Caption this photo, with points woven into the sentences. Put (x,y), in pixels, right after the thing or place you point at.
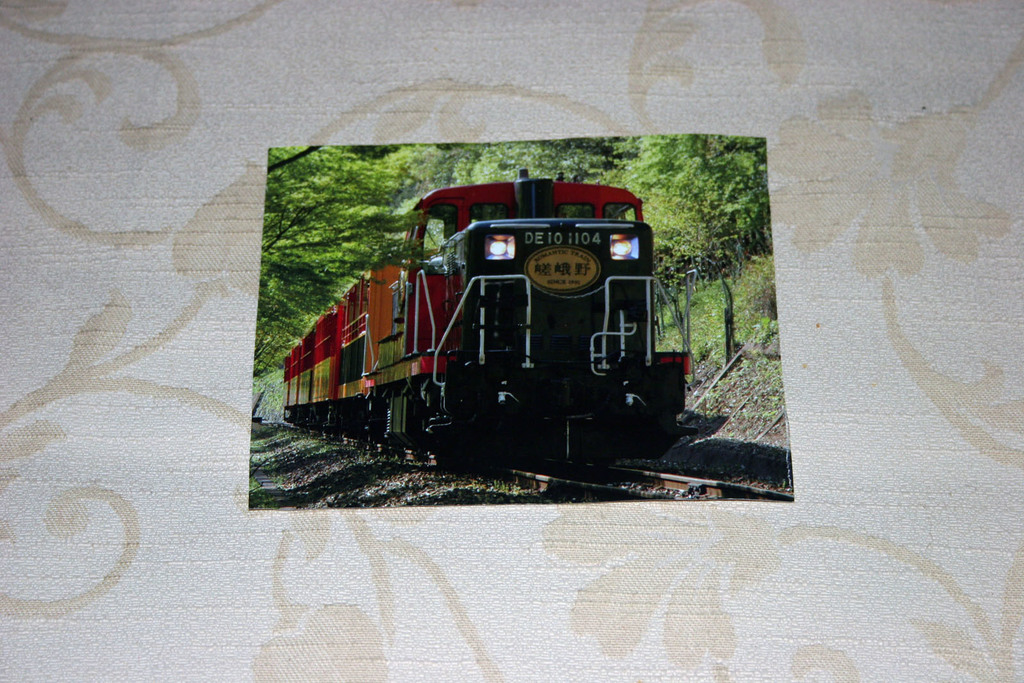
In this we can see picture of a train (492,315) and trees (333,217).
